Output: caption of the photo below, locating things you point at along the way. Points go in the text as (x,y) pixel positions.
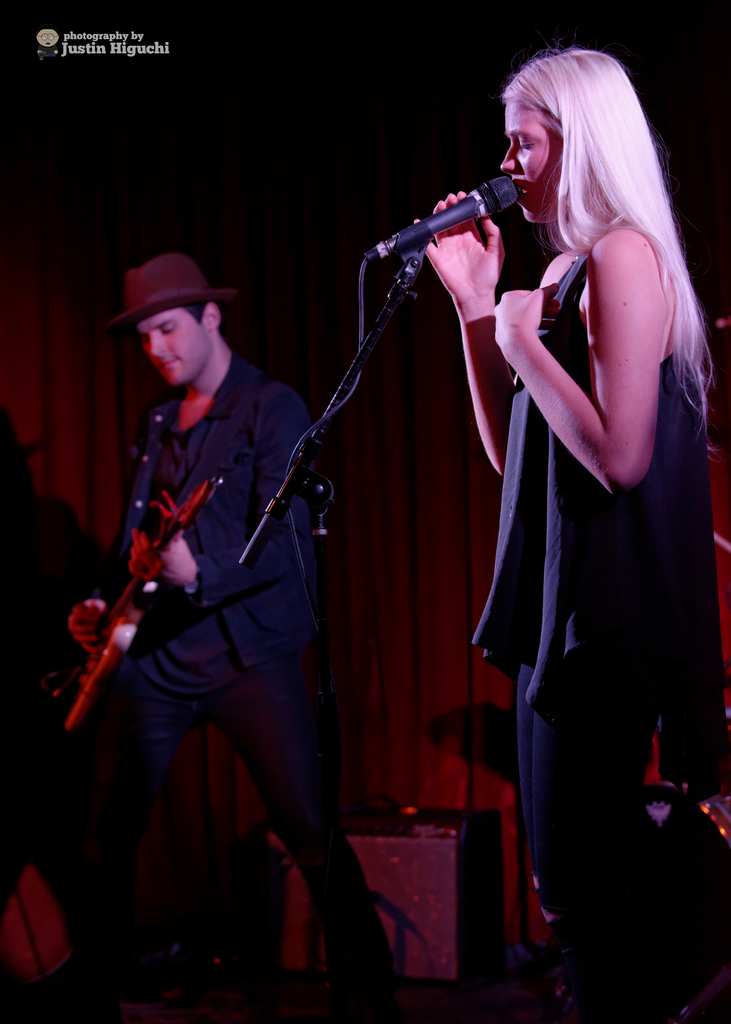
In this image I can see a man (281,469) and a woman (483,321) are standing. I can also see he is holding a guitar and wearing a cap (135,271). Here I can see she is holding a mic (494,183).
